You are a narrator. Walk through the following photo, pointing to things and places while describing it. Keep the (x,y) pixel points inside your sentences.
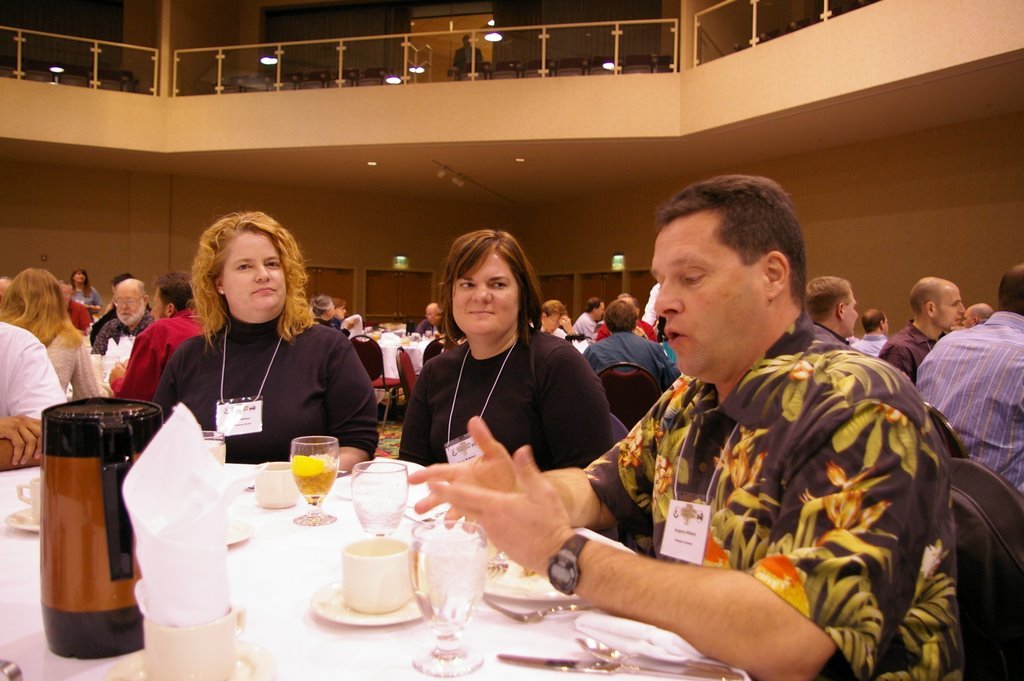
In this image we can see people (469,393) sitting and there are tables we can see glasses (433,540), cups (377,589), napkins (224,599), drinks (308,489), spoons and a jug (134,573) placed on the table (367,629). In the background (612,273) there is a wall (582,256), doors (405,300) and lights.
